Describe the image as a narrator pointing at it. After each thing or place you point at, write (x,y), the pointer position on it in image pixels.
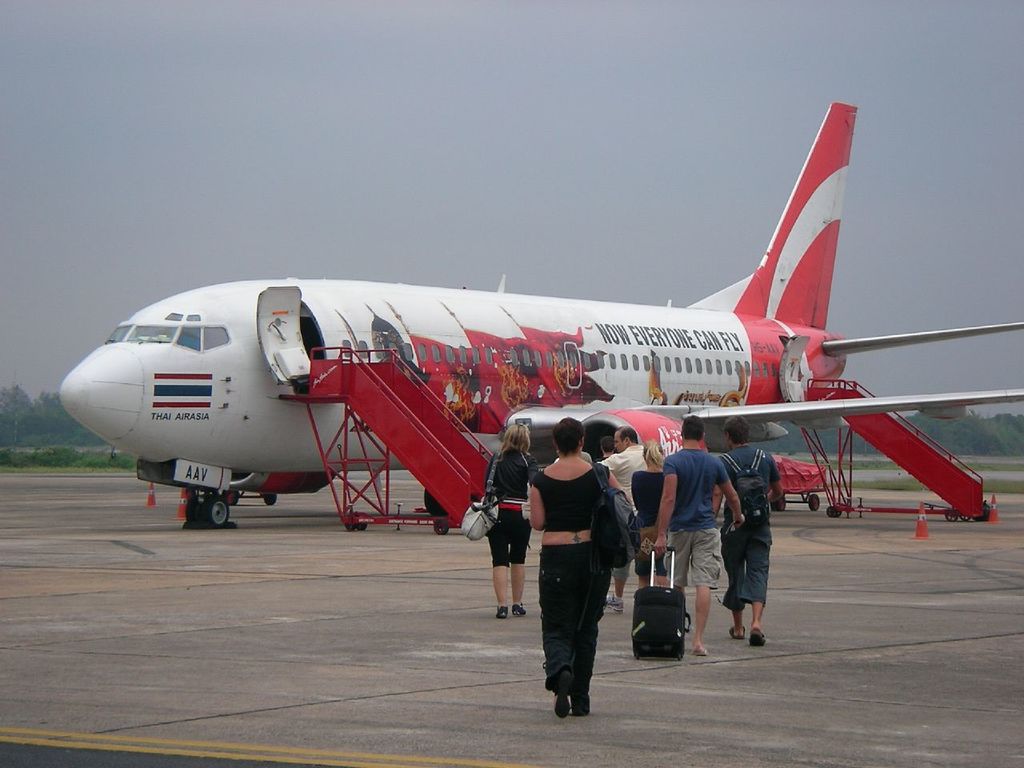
In this image, I can see an airplane (574,334), which is on the runway (301,515). There are group of people (571,594) walking. This looks like a trolley bag (658,606). Here is the sky (367,110). In the background (970,442), I can see the trees (73,430). I think these are the ground support equipments (816,455).
